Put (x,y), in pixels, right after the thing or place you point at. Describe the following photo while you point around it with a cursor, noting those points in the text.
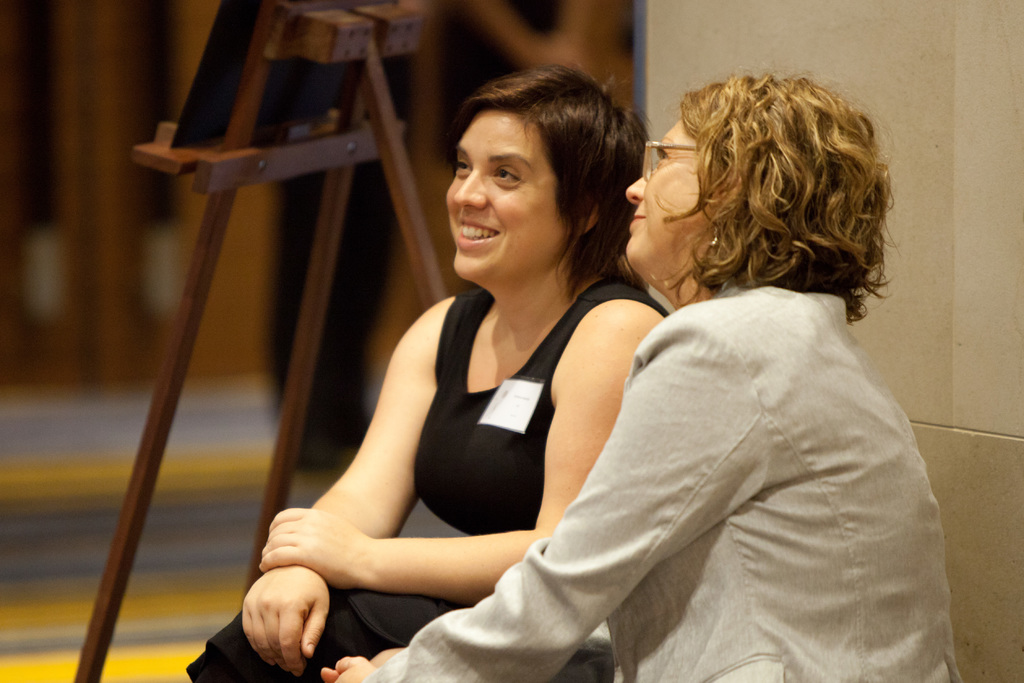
In this picture we observe two women (648,417) are sitting on the floor (250,434) and in the background (148,447) we observe a painting board (294,93).
